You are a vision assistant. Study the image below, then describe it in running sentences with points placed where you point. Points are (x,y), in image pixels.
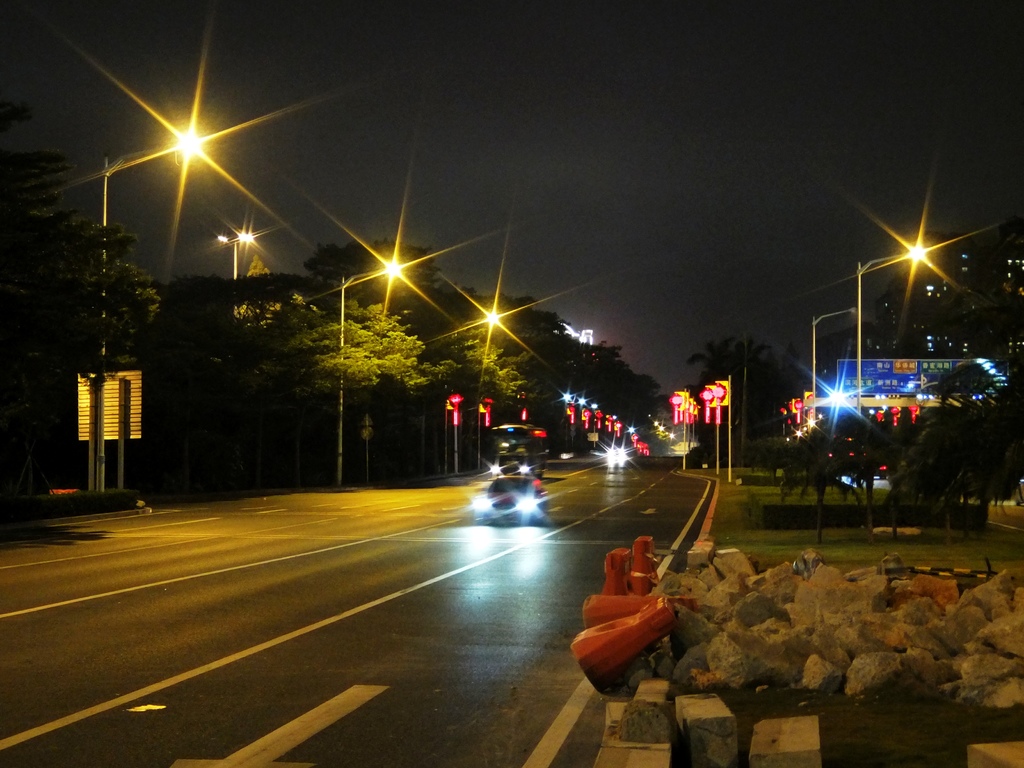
In the image there is a road (329,716) with few vehicles (511,425). On the right side of the image (733,584) on the footpath (842,688) there are few objects (742,601). In the image there are trees (237,314), poles (126,163) with lights (716,412), sign boards (117,404) and posters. In the background (931,321) there are buildings (945,289). At the top of the image (708,208) there is a sky (582,90).
